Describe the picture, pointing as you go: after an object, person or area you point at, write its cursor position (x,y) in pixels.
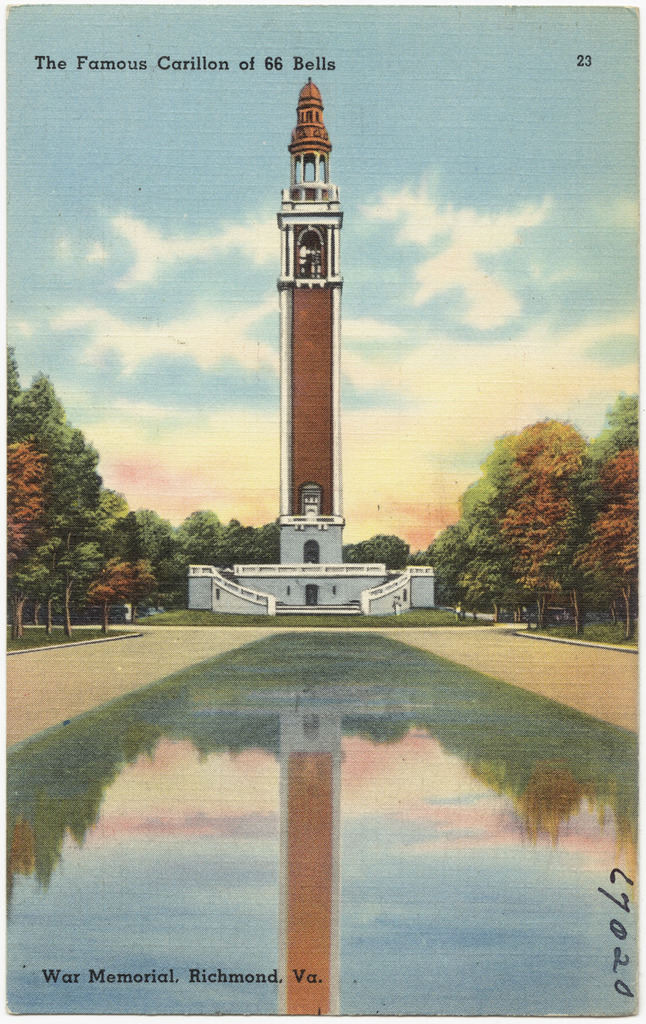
This image is a depiction. In this image we can see a tower building (323,295), trees (133,571), grass (213,622), water (273,749) and also the path (622,679). We can also see the sky (362,299) with the clouds (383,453). Image also consists of the text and also numbers (624,906).
